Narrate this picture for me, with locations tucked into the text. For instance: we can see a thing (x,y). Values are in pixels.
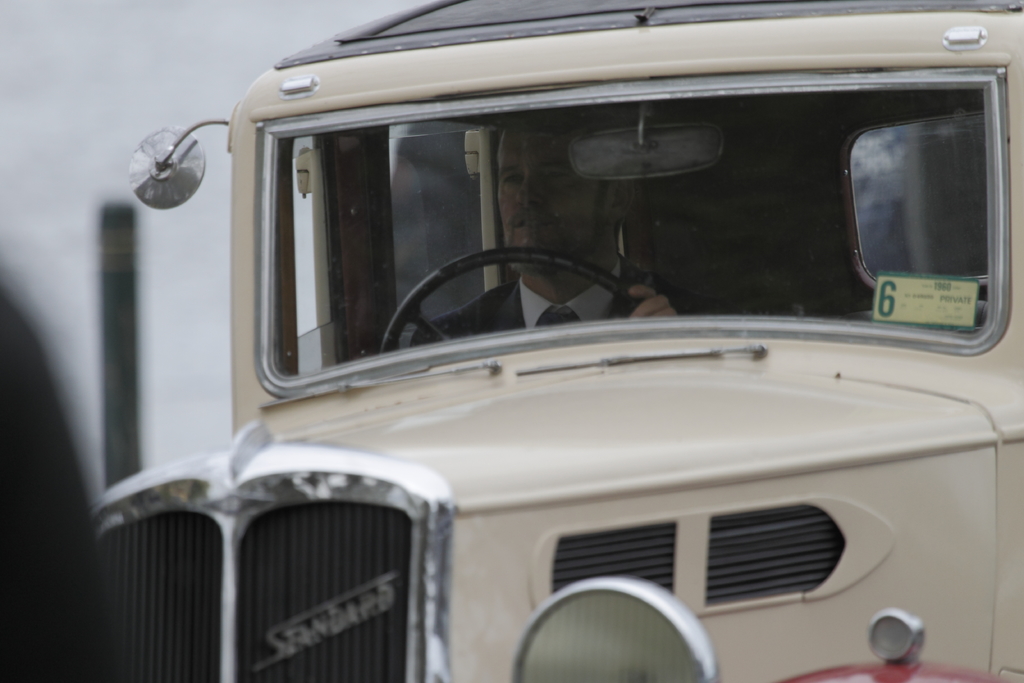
In the middle of this image (578,229), there is a person (542,181) in a suit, driving a white color vehicle (533,98). In the background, there is a pole (120,417). And the background (65,5) is white in color.
